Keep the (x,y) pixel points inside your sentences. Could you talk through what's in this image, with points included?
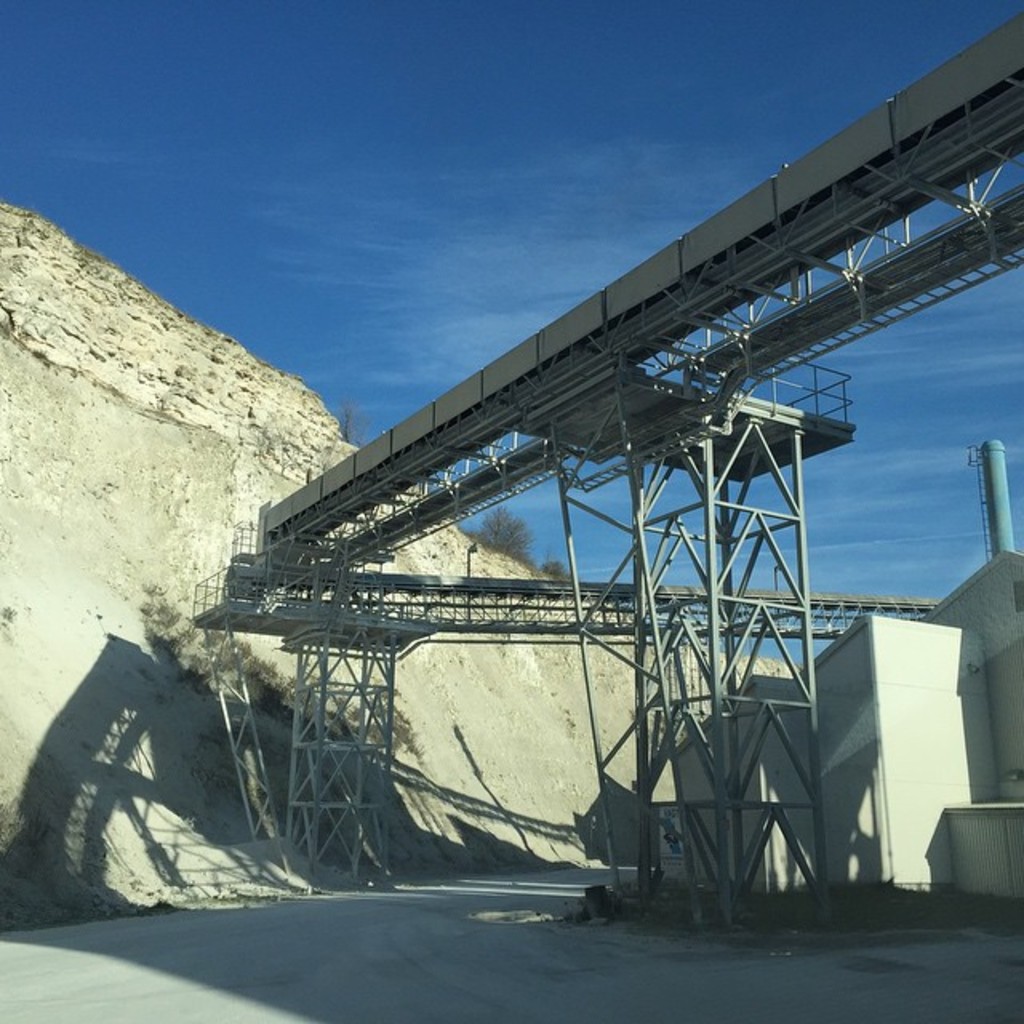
In this picture there is an architecture (560,464) in the center of the image (450,464).
